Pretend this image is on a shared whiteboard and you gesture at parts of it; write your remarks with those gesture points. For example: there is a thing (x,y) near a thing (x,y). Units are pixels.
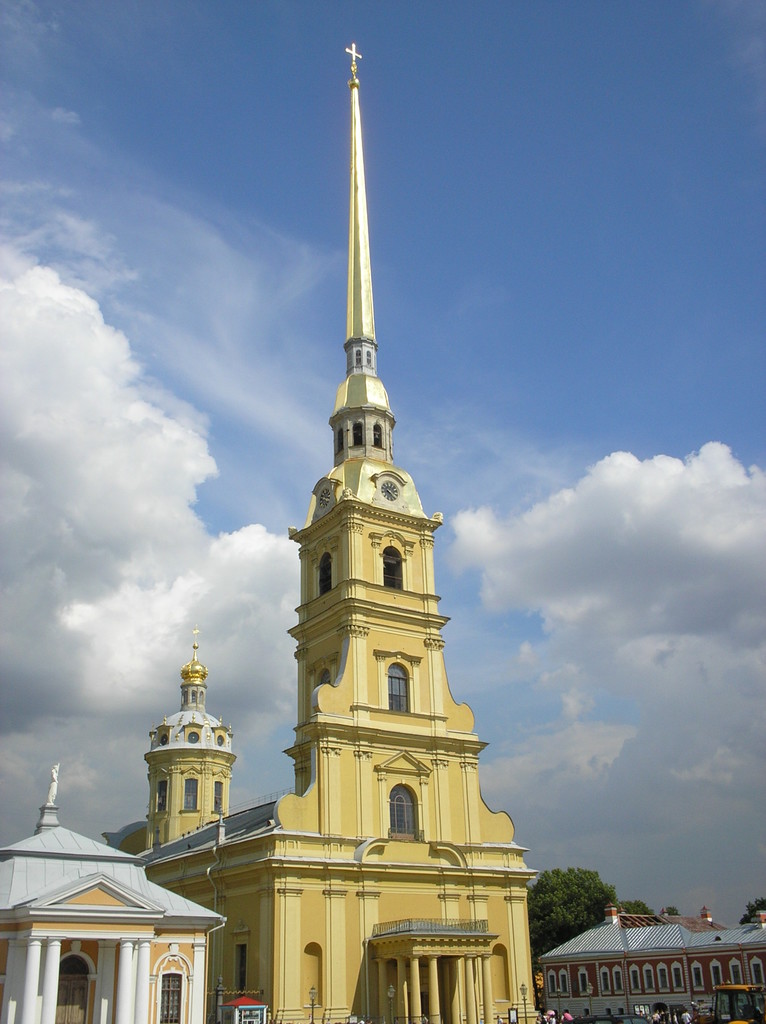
In the foreground of this image (269,928), there are buildings (510,972) and it seems like there is a church (360,398) in the middle (394,601). In the background (236,200), there is the sky (115,275) and the cloud (72,308).
